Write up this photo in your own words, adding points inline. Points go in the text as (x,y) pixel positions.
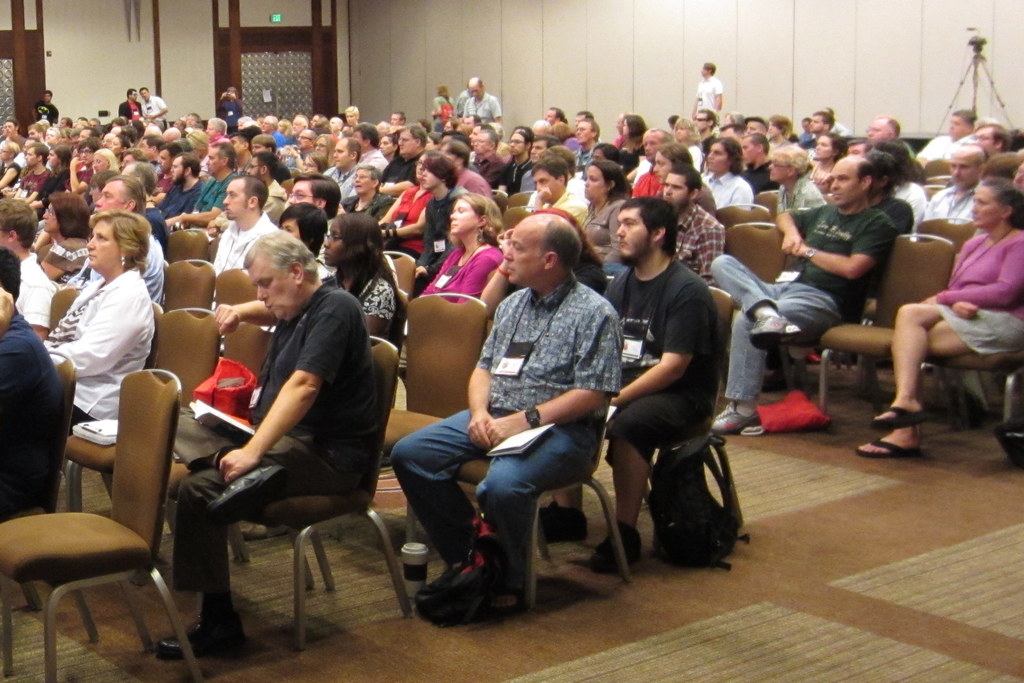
In this picture we can see some persons (610,354) are sitting on the chairs (333,515). This is bag (702,546). Here we can see some persons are standing on the floor (806,592). This is floor (834,573) and there is a wall (595,46).
